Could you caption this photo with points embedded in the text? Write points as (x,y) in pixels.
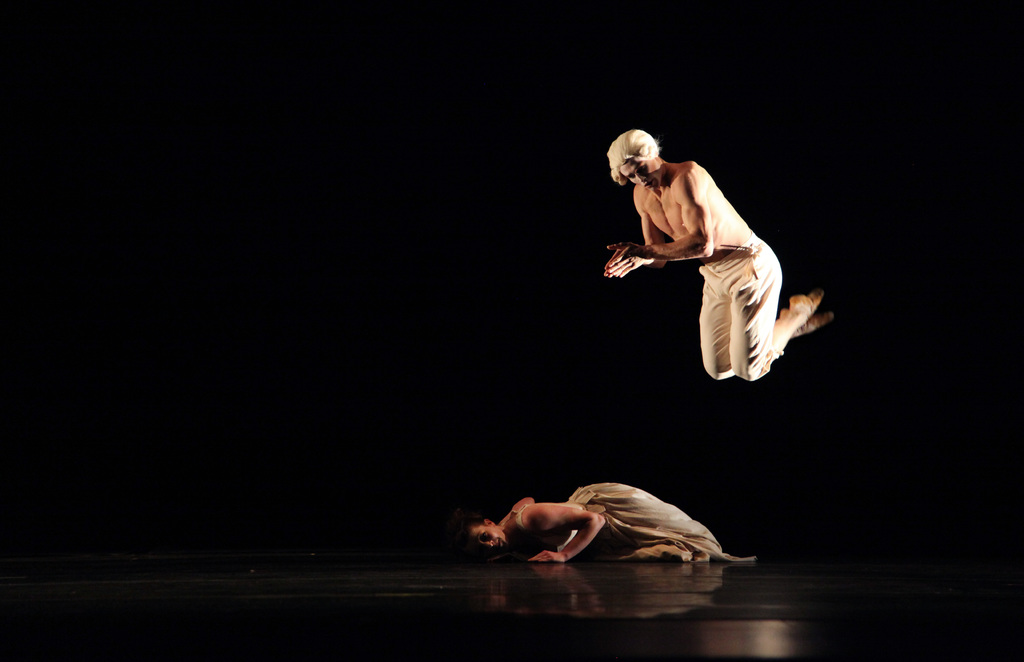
In this image I can see a person (459,530) laying on floor (159,565) and I can see a person (749,297) visible in the middle (662,260) and background (126,261) I can see dark view.
